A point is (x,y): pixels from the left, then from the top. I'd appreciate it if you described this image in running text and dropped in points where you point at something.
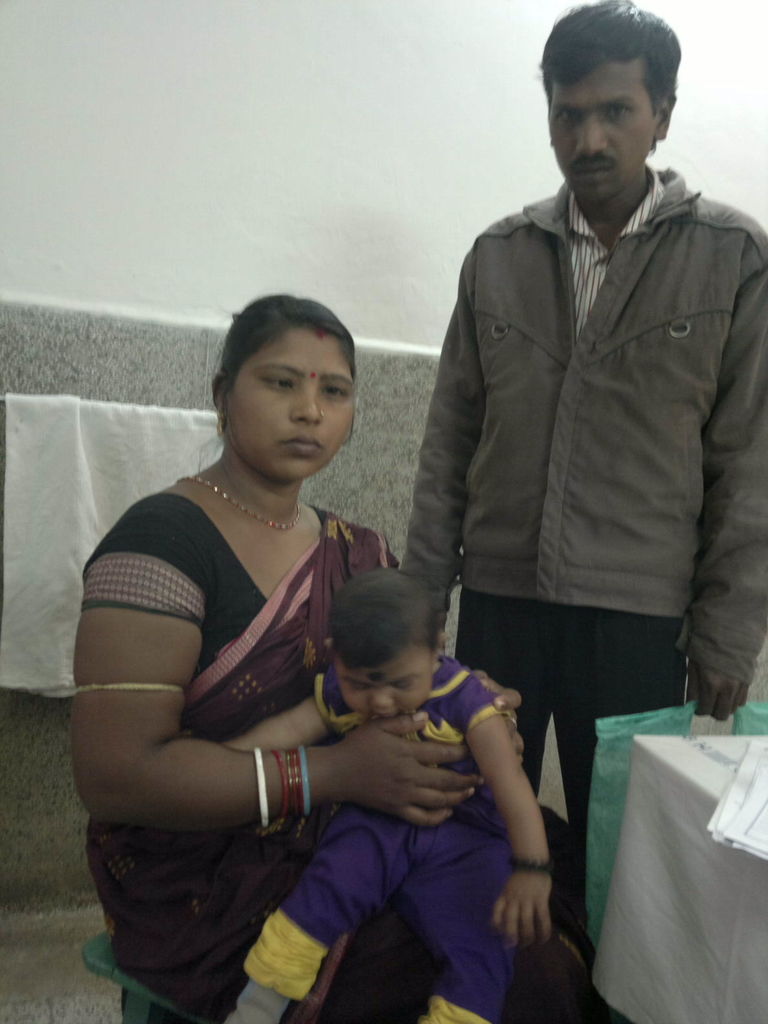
There is a woman (132,710) sitting on the chair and holding baby (402,873) and this person (546,710) standing and holding cover (625,738). On the background (344,195) we can see wall (212,228), cloth (43,504). We can see papers (748,829) on the table (693,923).
